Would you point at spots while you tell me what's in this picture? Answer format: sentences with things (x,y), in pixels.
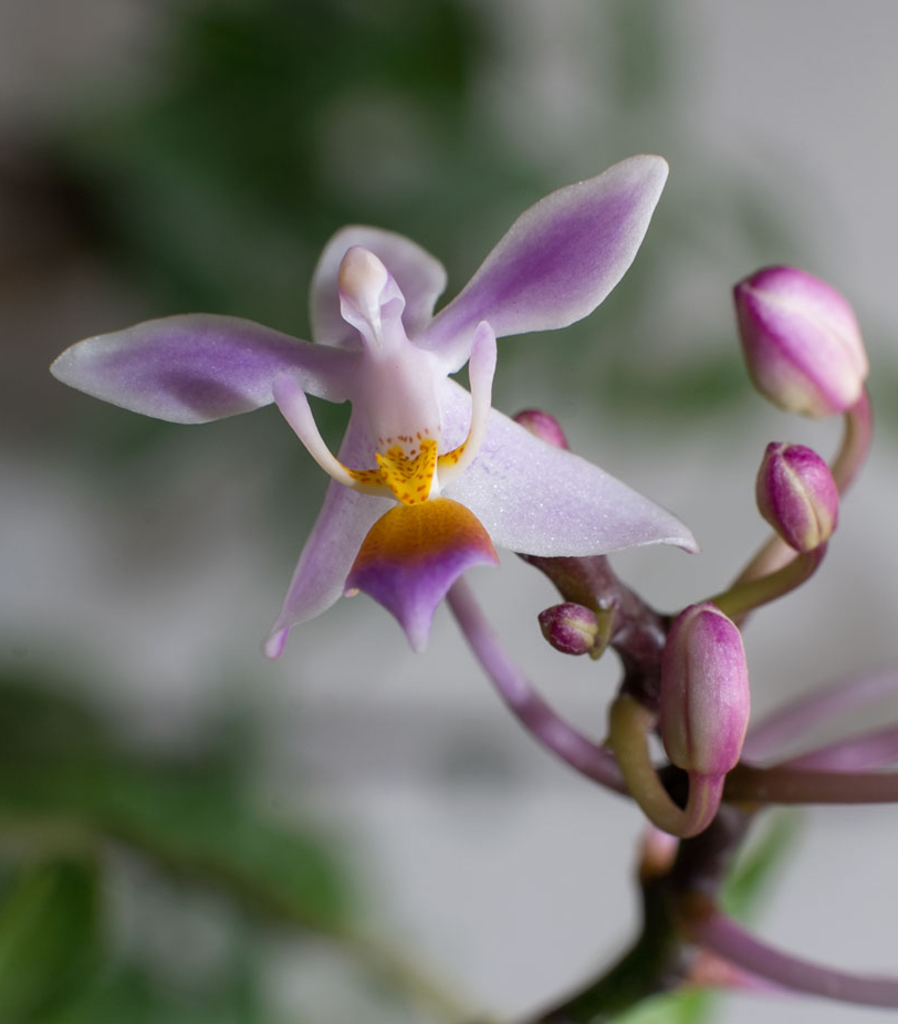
In this image there is a plant stem (696,864) towards the bottom of the image (717,855), there is a flower (396,328), there are buds (688,700), the background of the image (241,75) is blurred.
